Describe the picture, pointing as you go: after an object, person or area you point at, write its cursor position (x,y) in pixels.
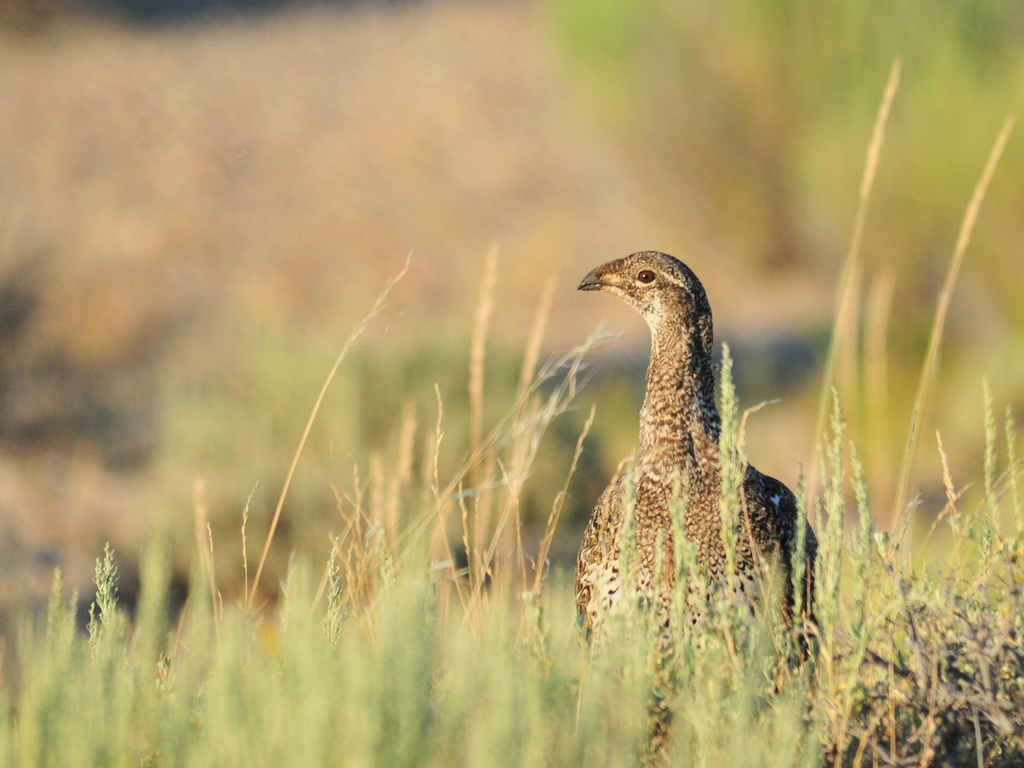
In this picture I can see few plants (539,582) and a bird (782,514) at the bottom (648,644).
